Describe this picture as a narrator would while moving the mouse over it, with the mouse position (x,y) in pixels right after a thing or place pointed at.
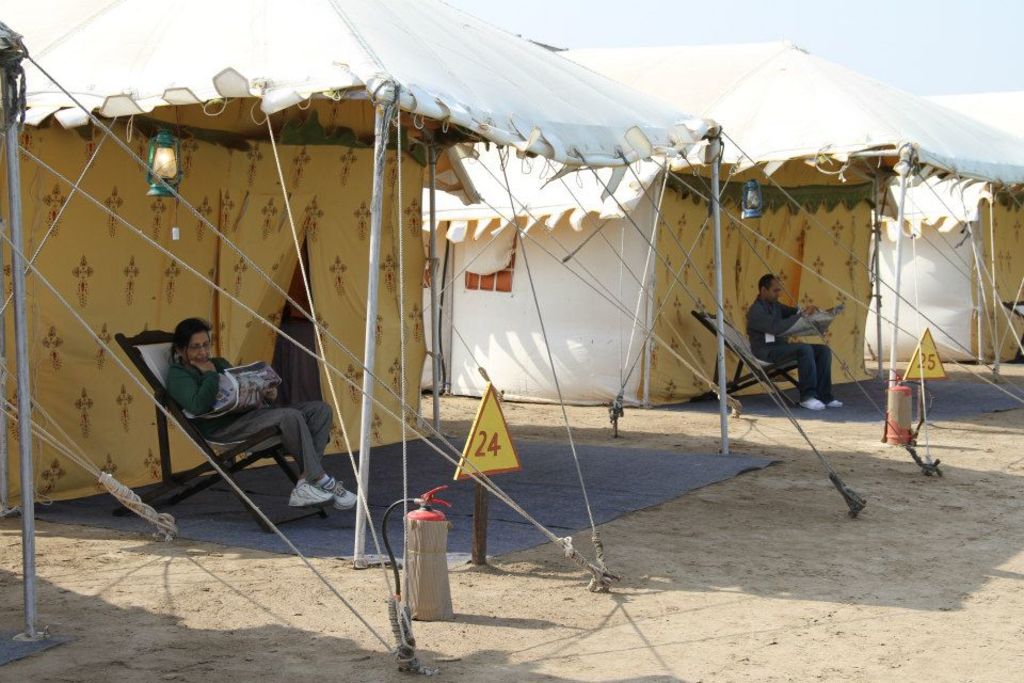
In this image we can see a few tents (223,265), in front of the tents (258,276) we can the people (201,366) sitting on the chairs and reading newspapers (228,400), there are some poles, lamps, fire extinguishers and boards (512,449) with some numbers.
